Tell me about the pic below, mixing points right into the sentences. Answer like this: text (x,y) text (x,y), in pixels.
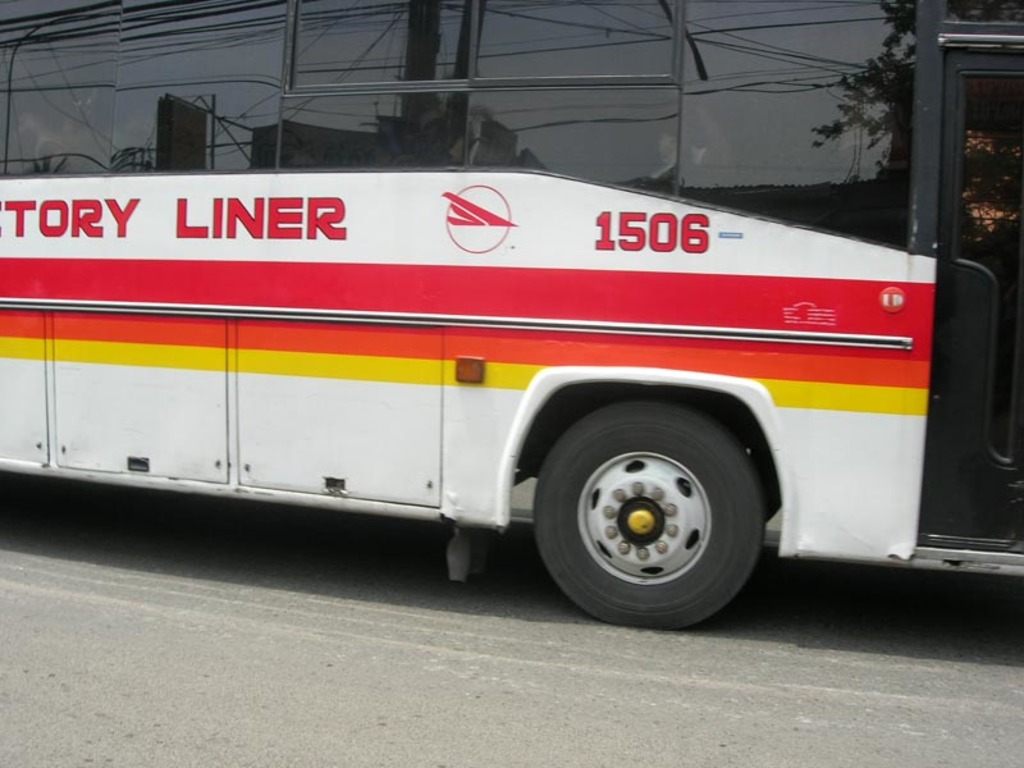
In this image I can see a bus (385,377) on the road (301,676). This bus (299,333) is painted with red, yellow and white colors and I can see some text (275,221) in red color.
